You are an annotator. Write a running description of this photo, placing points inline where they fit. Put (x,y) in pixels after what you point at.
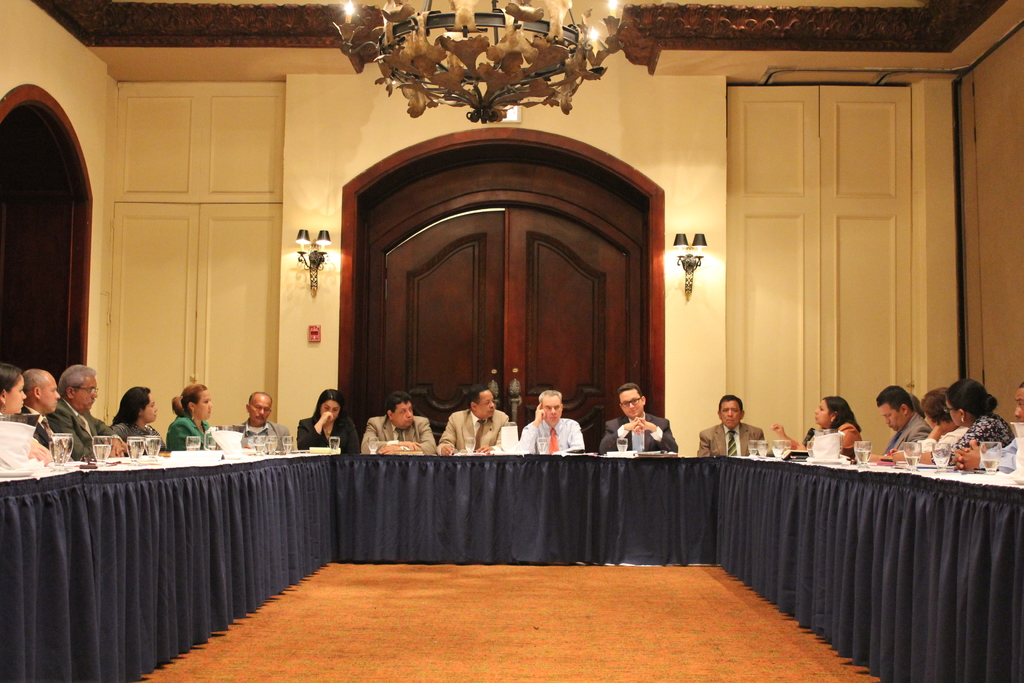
In this picture I can observe some people (427,445) sitting on the chairs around the conference table (476,480). I can observe some glasses (67,434) on the table (740,478). There are men (731,429) and women (957,442) in this picture. In the top of the picture (432,65) I can observe a chandelier (469,54) hanging to the ceiling (389,2). In the background (501,254) there are doors (509,315) and a wall (755,222).
